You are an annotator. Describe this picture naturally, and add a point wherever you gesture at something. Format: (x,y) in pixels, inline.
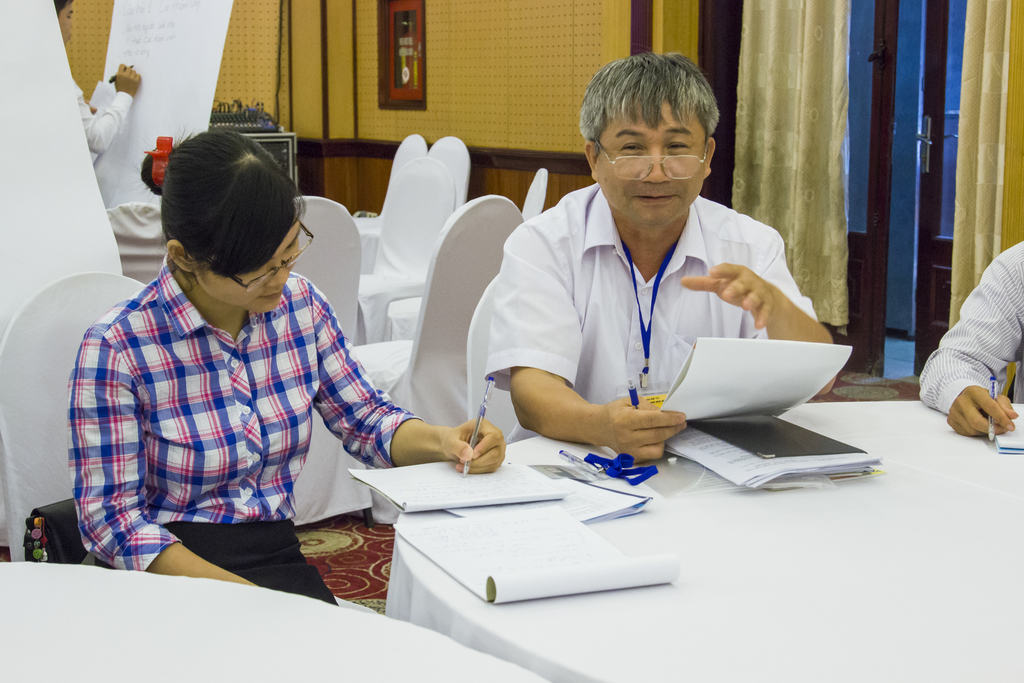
In this image there are people (996,424) sitting on the chairs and they are holding the pens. In front of them there is a table (784,593). On top of it there are books (727,461). Behind them there are chairs (442,286). On the right side of the image (867,134) there is a door (931,211). There are curtains (801,161). There is a person (121,87) writing on the board (176,90). In the background of the image (424,91) there is a frame (395,15) on the wall (527,104). At the bottom of the image (376,549) there is a mat (368,553).
